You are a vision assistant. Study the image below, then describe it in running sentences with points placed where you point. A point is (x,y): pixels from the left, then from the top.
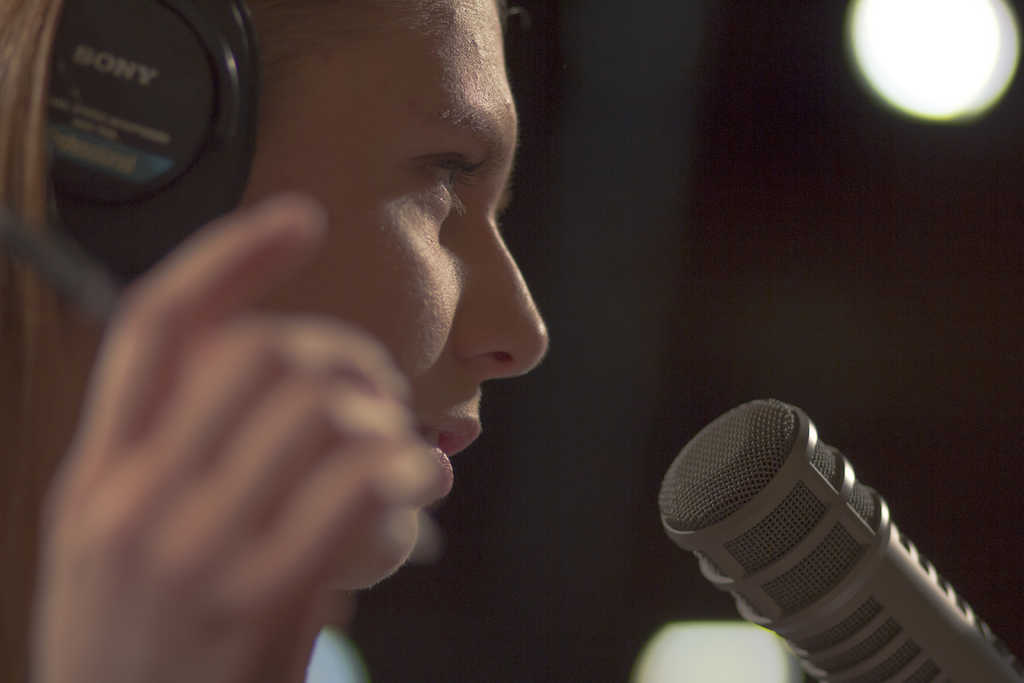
In this image I can see a person (269,394) wearing headphones (181,42), in front (828,493) I can see a microphone (845,500). Background (977,0) I can see a light (1014,39).
